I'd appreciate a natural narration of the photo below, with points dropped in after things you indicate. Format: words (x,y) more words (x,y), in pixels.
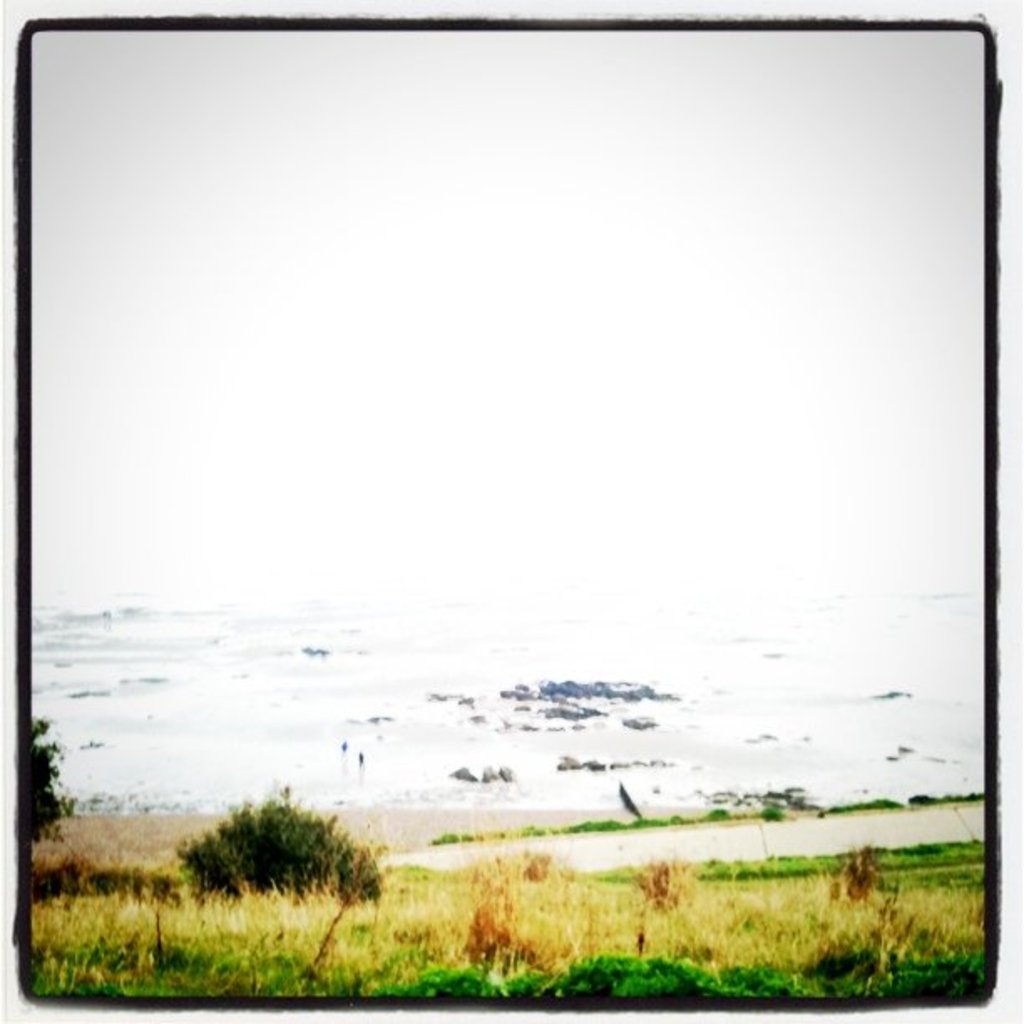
In this image we can see a photo which includes grass (622,938), plants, water (737,597), stones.
